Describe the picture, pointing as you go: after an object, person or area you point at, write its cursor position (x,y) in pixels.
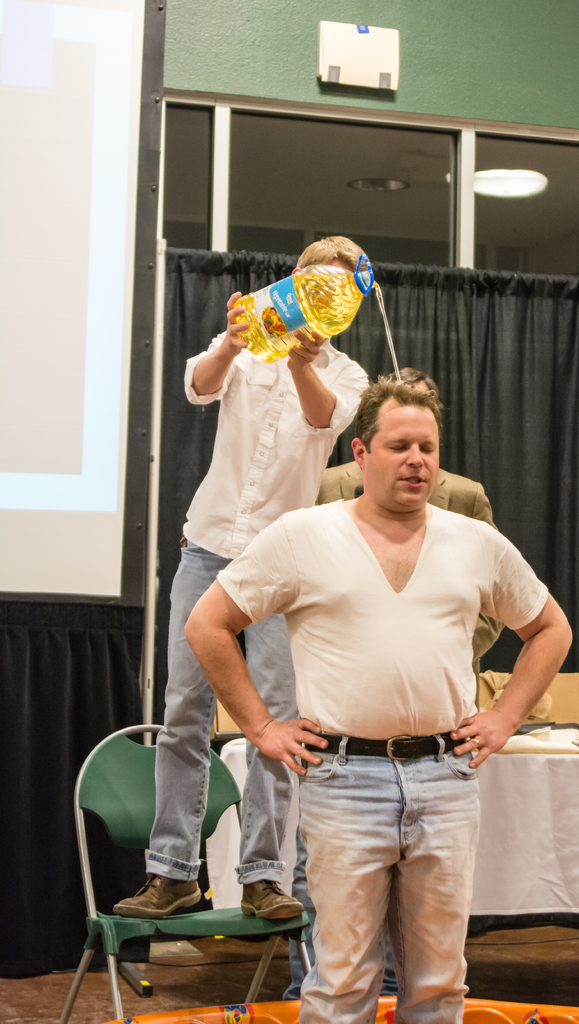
Here we can see a man (323,740) standing in the center (371,580) and behind him there is a man (198,843) standing on a chair (209,825) and he is pouring something on his head (387,382) in the bottle (316,329) present in his hand (240,350) and behind him we can see a curtain (463,423).
